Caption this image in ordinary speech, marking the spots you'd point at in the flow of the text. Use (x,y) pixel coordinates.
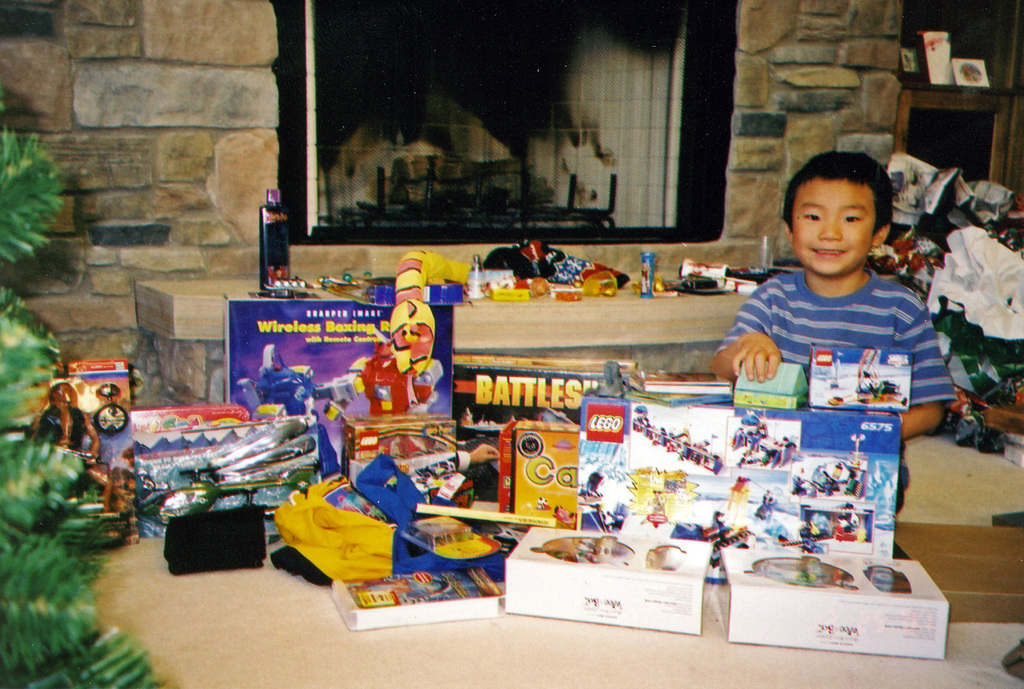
On the right side of this image (802,310) there is a boy (855,252) sitting on the floor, smiling and giving pose for the picture. There are many boxes (262,419) placed on the floor (157,638). On the left side (25,420) the leaves (19,480) are visible. In the background (571,173) there is a fireplace (394,135) to the wall (253,159). On the right side (952,269) there are few wrapping papers (947,265) placed on the floor (1015,480) and there is a table (921,99) on which few boxes (940,63) are placed. At the back of this boy (833,247) there is a board (535,310) on which bottles (263,234) and some other objects (532,282) are placed.
